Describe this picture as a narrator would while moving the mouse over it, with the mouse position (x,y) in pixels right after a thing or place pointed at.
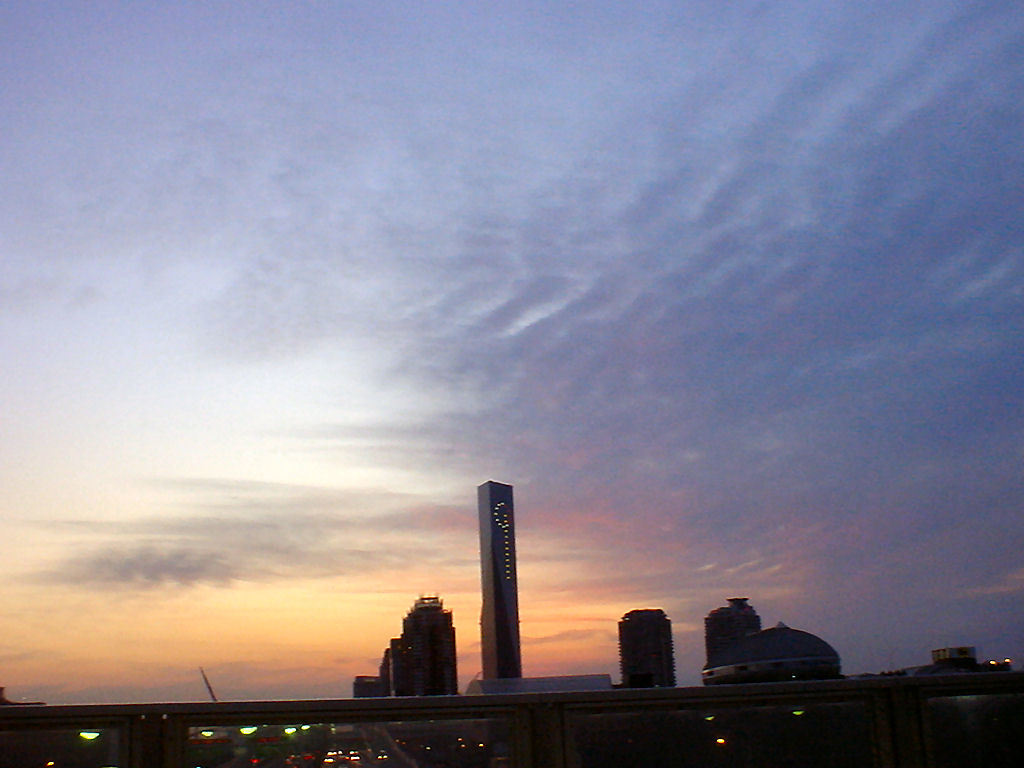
In this image we can see a group of buildings (424,682), lights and in the background (864,664), we can see the cloudy sky (779,448).
